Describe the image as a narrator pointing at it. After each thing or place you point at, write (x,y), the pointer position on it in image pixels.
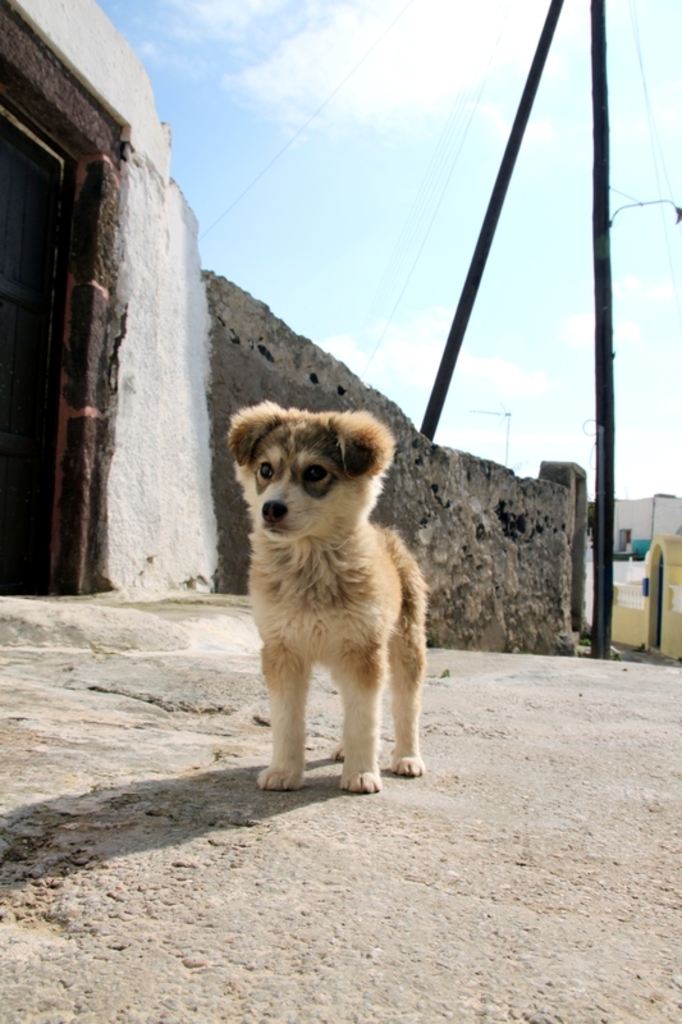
In this image we can see a dog (330,465) on the road (382,809). Here we can see wall (462,523), door (47,219), poles (594,636), and a house (667,593). In the background (521,320) there is sky (536,263) with clouds (460,10).
